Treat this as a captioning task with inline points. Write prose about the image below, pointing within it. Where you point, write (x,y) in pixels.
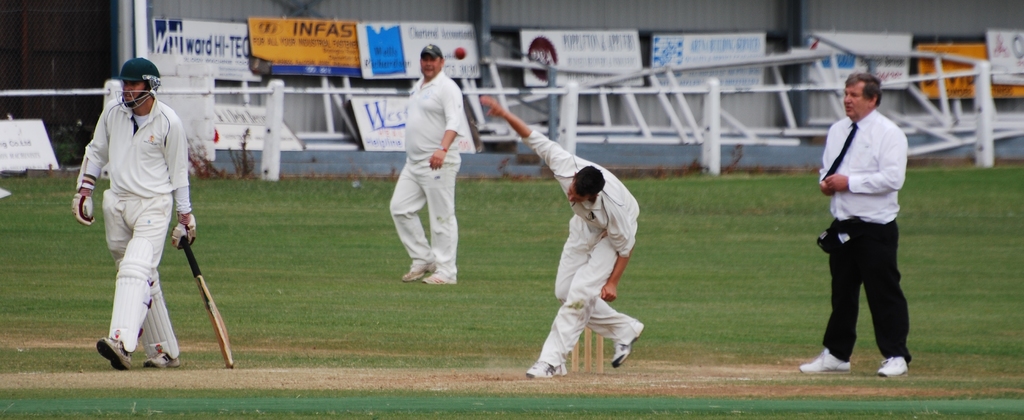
In the background (672,69) we can see the walls (737,14), boards (734,85), railings (960,95), tiny plants (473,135). In this picture we can see the people (632,340) playing the cricket game. We can see the red ball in the air (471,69). On the right side of the picture (828,357) we can see an umpire (846,240). At the bottom portion of the picture (799,393) we can see the green grass (676,267), green mat (670,405) on the ground (237,407).
